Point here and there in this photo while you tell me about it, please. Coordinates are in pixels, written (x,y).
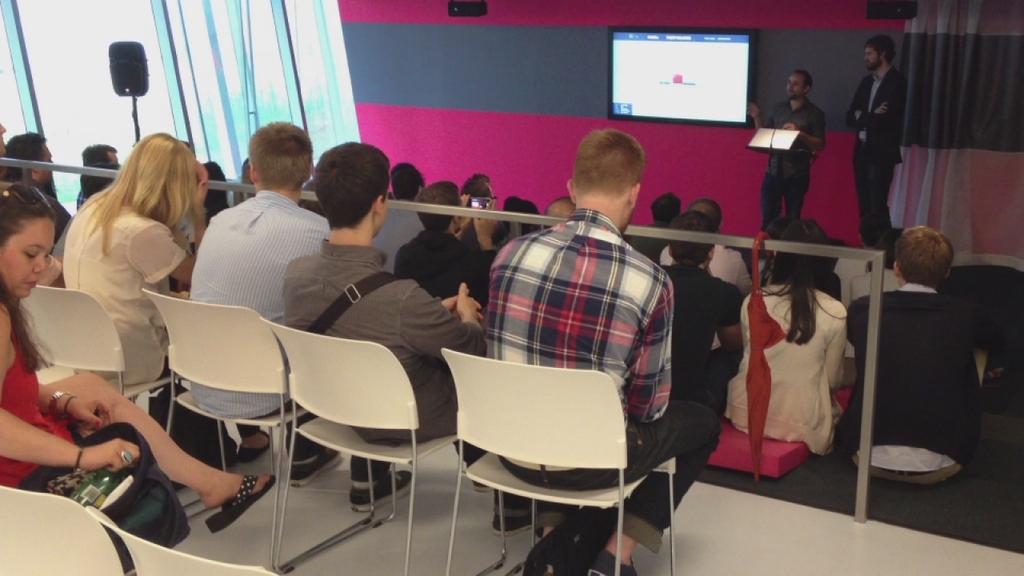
This picture shows group of people (610,243) seated on the chairs (263,574) and we see a person (794,154) standing and speaking and we see a television (732,124) on the wall (840,43) and we see a man (876,47) standing.
